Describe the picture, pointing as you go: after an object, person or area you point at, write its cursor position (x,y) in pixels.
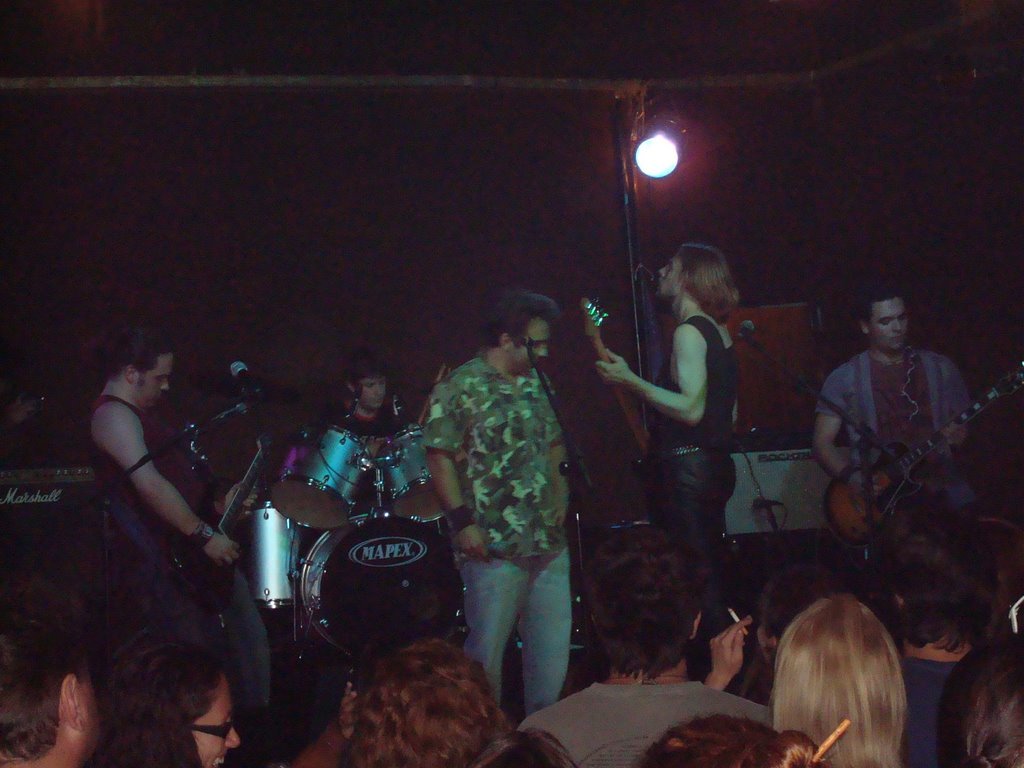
In the image we can see there are people (951,483) who are standing and holding guitar (241,504) in their hand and at the back (373,435) the man (363,427) is playing drums (350,518).
